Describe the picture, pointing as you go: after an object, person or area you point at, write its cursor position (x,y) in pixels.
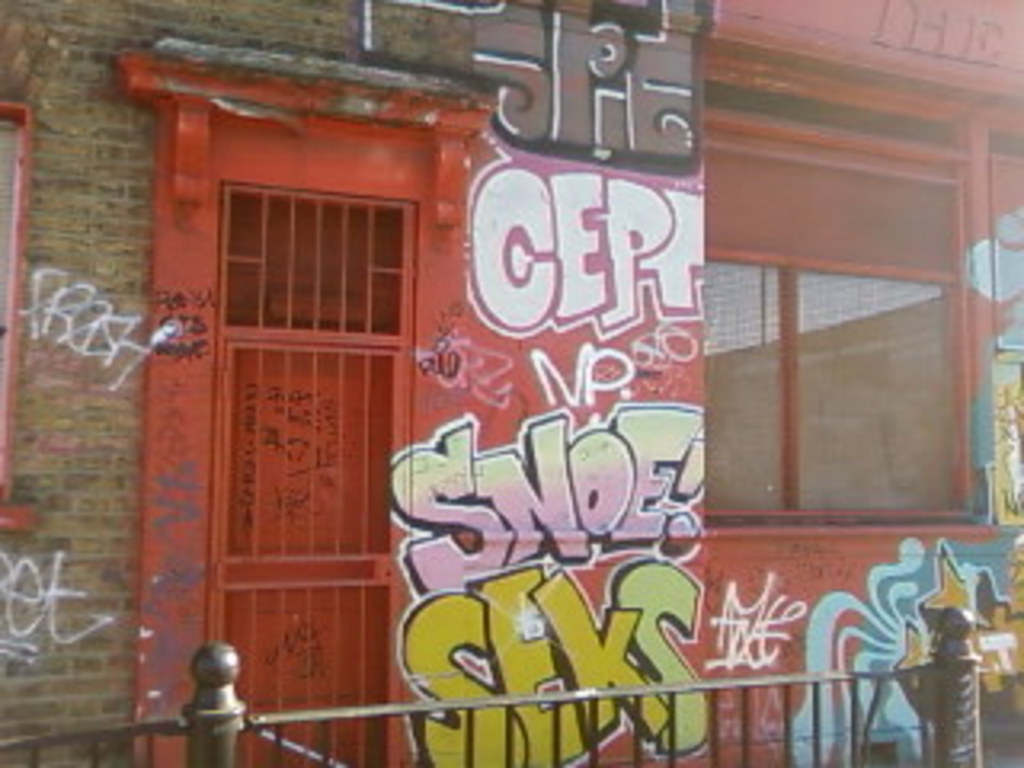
In this image in the front (516,717) there is a fence (467,742). In the background (385,282) there is a building (355,302) and on the wall (534,371) of the building (534,371) there is some text (559,454) written on it and there are windows (802,400) and there is a door (304,410).
